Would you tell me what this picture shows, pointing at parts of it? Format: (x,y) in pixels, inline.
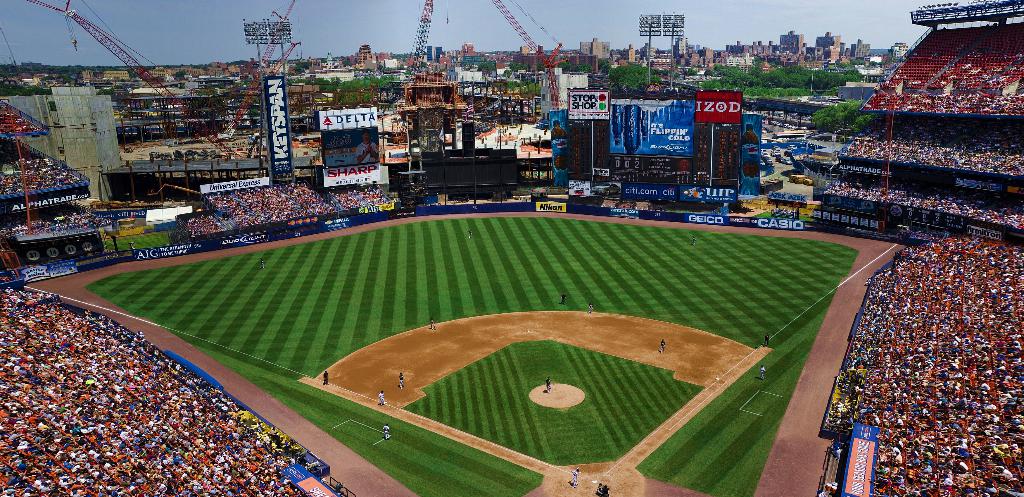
This is a stadium (404,409). Here I can see a crowd of people (919,367) sitting facing towards the ground (578,324). There are few people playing a game in the ground (488,354). In the background (534,161) there are many buildings (487,106), trees (345,88) and also I can see few cranes (178,98). Around the playing ground (391,236) there are many boards (749,192) on which I can see the text (674,142). At the top of the image (177,17) I can see in the sky (721,14).
